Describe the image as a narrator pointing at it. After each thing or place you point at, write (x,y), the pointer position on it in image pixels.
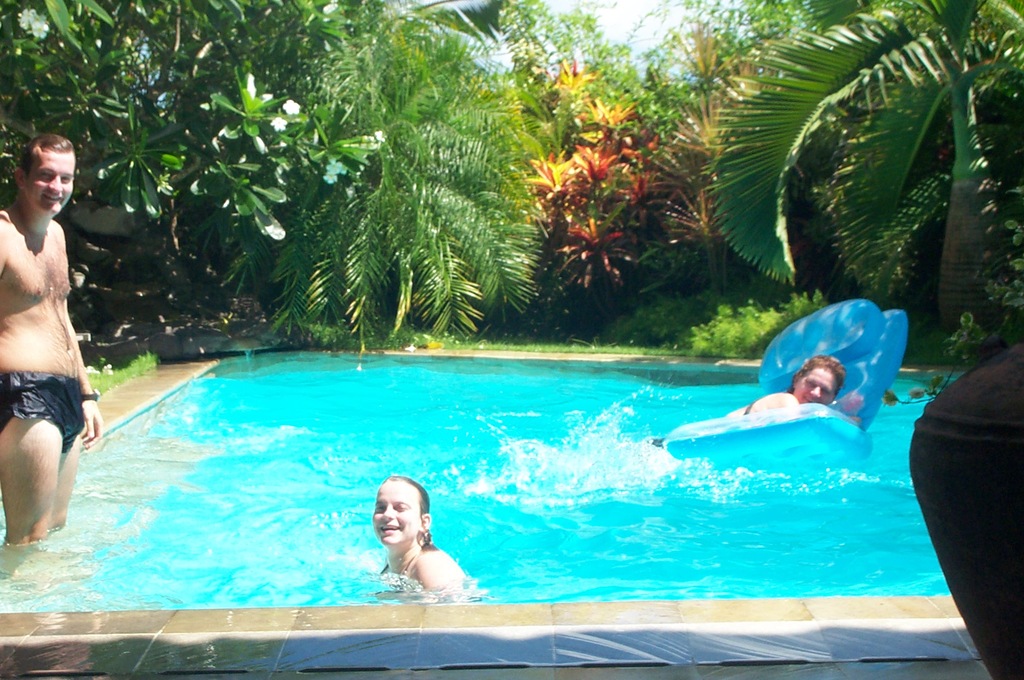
In the image there are two persons (786,393) in the swimming pool (611,416). And on the left side of the image (21,275) there is a man (7,381) standing and smiling. In the background (696,47) there are trees (696,234). On the right side of the image (938,443) there is a pot (959,455).
